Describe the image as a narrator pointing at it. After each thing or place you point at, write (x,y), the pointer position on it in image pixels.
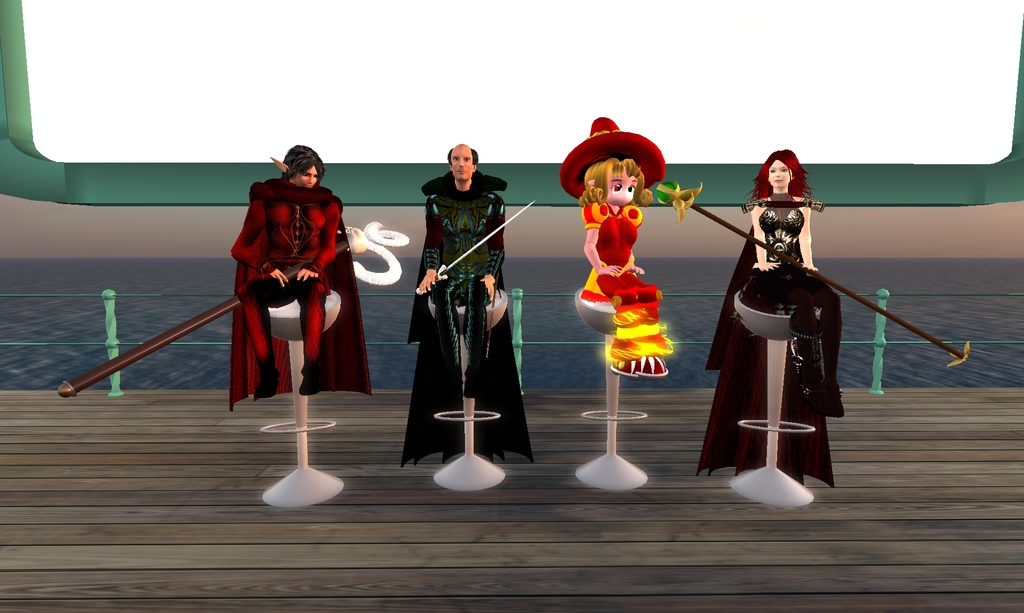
This is an animated image, there are four persons (487,265) sitting, there are persons (318,296) holding objects (106,369), there are chairs (293,340), there is a fencing (114,324) truncated, there is the sea (24,312) behind the persons (264,214), there is a screen (476,78) truncated towards the top of the image (682,79).
